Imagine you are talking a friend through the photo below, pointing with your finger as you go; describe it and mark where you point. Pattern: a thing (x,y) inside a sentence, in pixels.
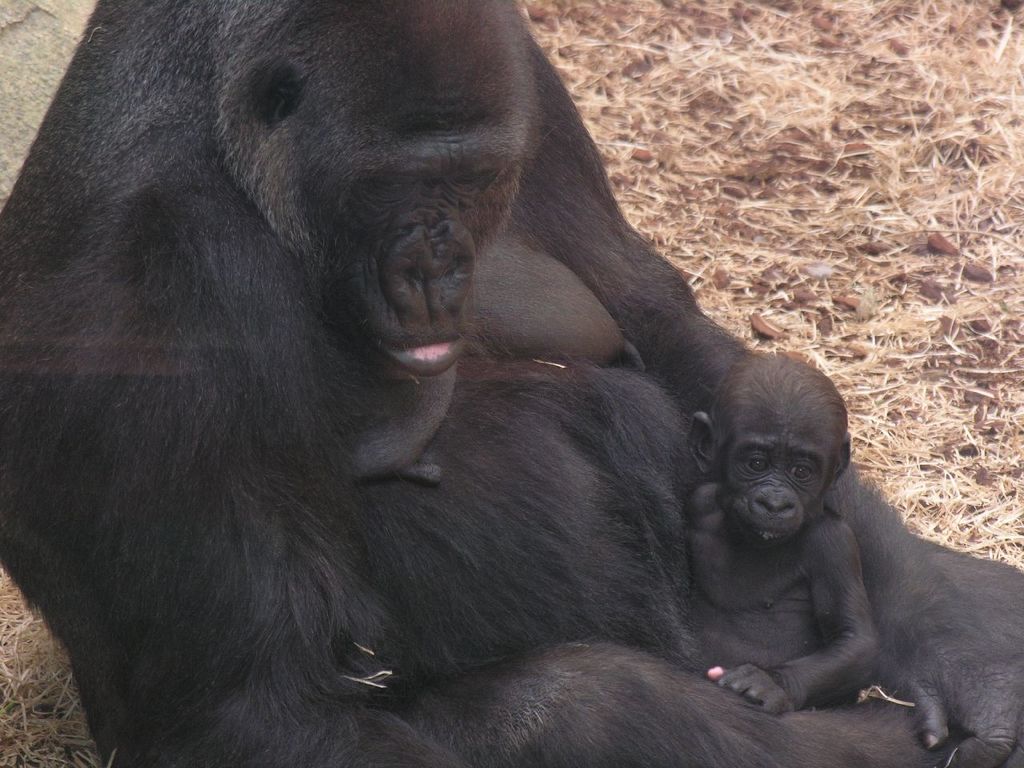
There is a gorilla (535,491) with a baby gorilla (761,618).
